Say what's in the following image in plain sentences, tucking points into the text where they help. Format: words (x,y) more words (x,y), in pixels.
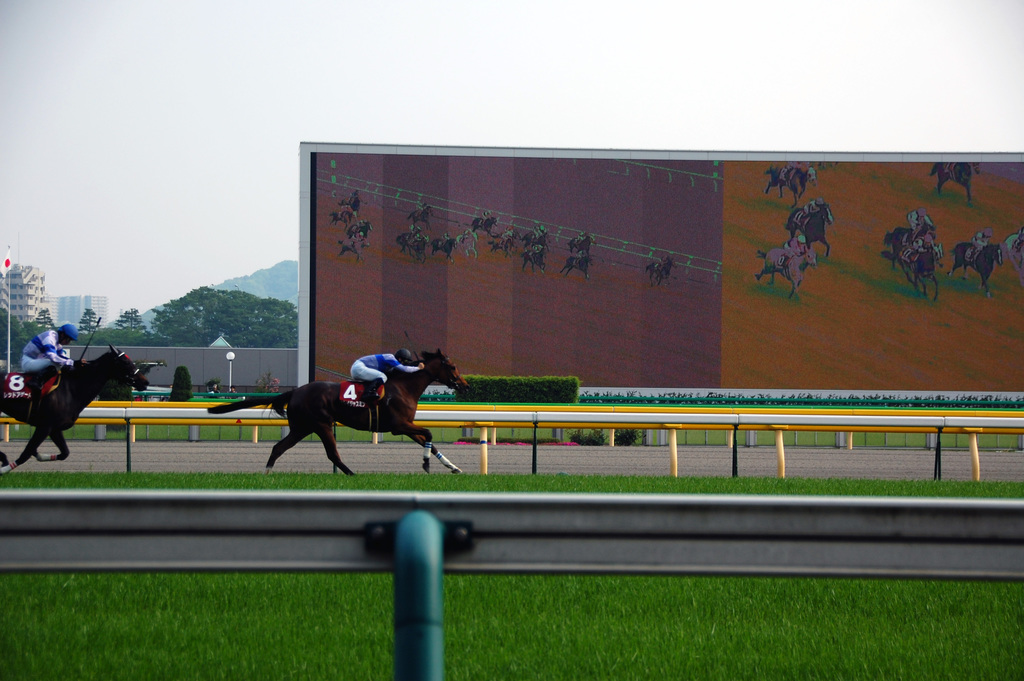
There are two horses (345,409) running. On the horse (359,418) there are numbers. Also there are persons (39,354) wearing helmets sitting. At the bottom (369,533) there is a pole (413,644) with a rod (626,561). On the ground (507,596) there is grass (346,624). Also there are railings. In the back (528,382) there are bushes (475,388). Also there is a wall (375,192). On the wall (475,191) there are images of horse racing (626,220). In the background (202,233) there are trees (187,317), buildings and sky (375,84).
